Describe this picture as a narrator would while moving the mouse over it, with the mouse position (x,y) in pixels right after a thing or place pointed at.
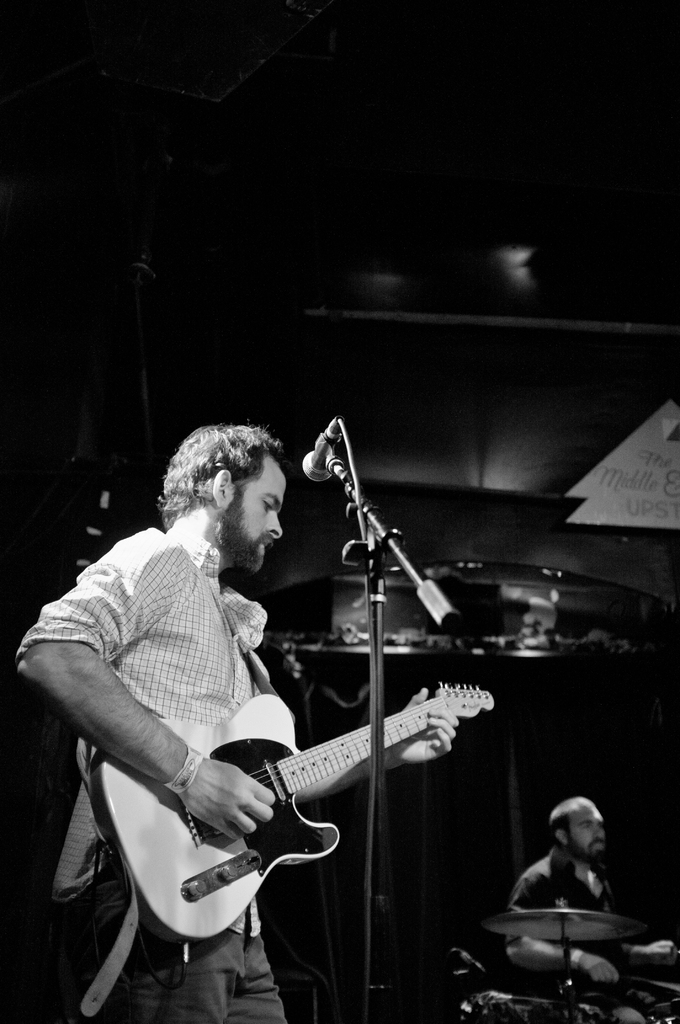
This is a black and white picture. Here is a man (147,591) standing and playing guitar (292,805). This is the mic (336,435) attached to the mike stand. At background (562,881) I can see another person (620,955) sitting and playing drums (512,931).
